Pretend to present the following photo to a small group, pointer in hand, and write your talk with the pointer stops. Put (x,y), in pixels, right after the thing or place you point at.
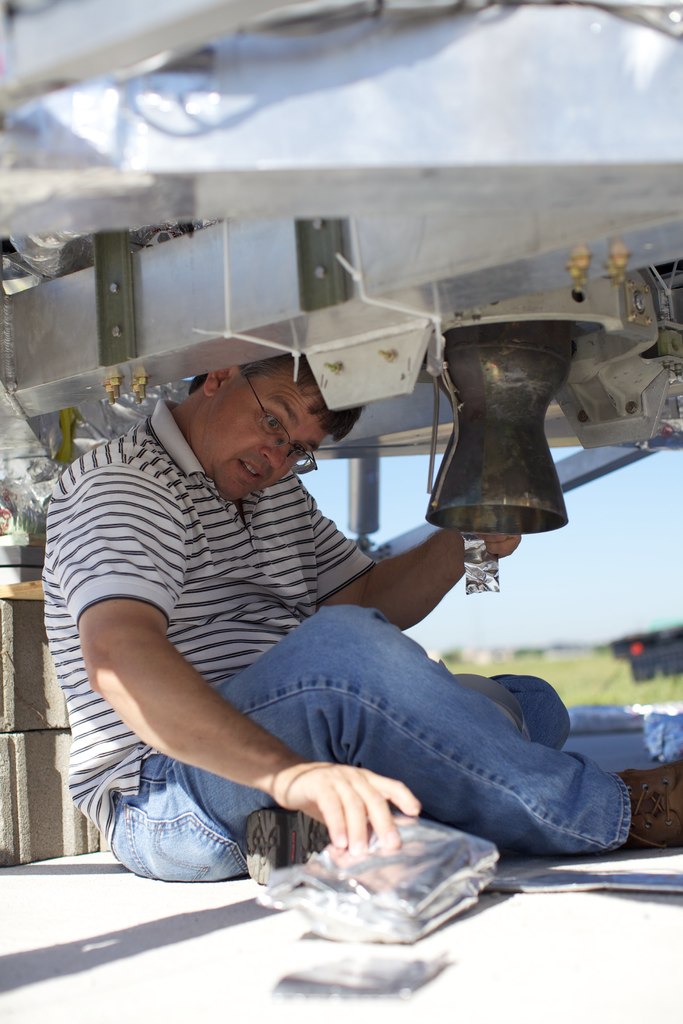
In this picture we can see a man (191,785) holding some objects (318,857) and sitting on the ground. At the top of the man (172,474), there are some objects (519,354). Behind the man (315,654), there is grass (592,695) and the sky (572,561).
